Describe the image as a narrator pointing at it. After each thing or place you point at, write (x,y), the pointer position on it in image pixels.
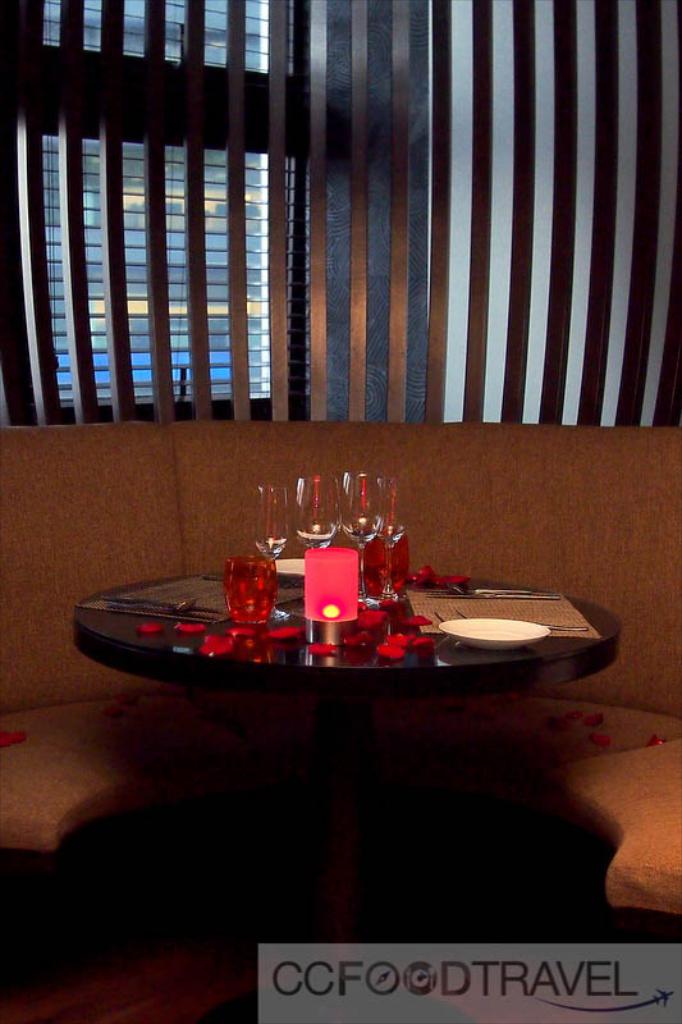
In this image in the center (371,657) there is a table (355,657), on the table (431,662) there are glasses (299,502) and there is a plate (477,638) which is white in colour and in the center (295,502) there is a sofa (231,502). In the background (248,174) there is a window (213,181).
